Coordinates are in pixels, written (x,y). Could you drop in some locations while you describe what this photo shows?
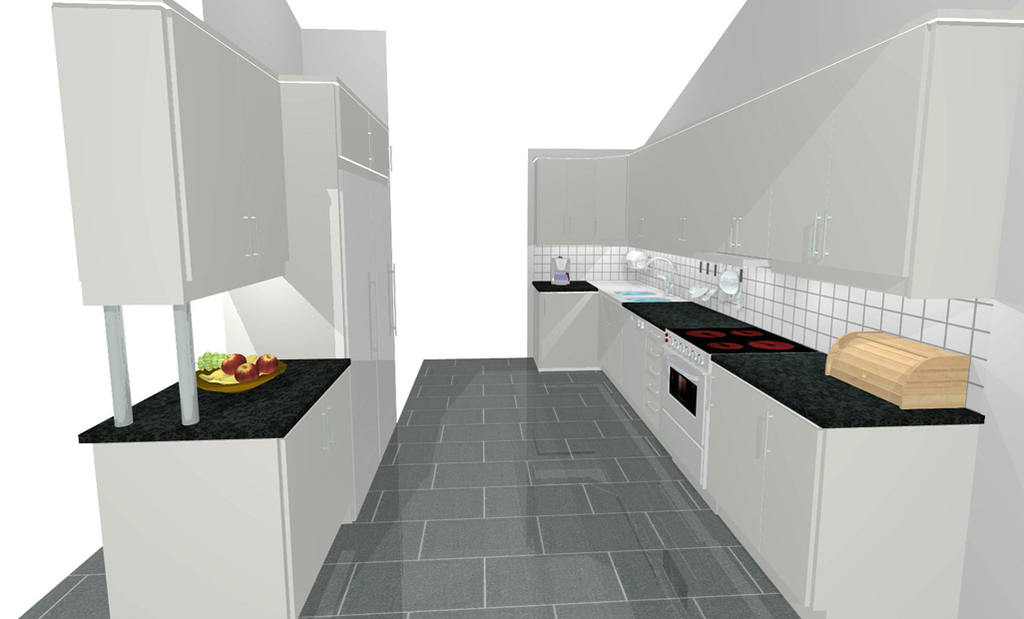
This image is an animation. In this image we can see countertops (314,394) and there are things (562,263) placed on the counter tops (213,428). On the left (238,373) there are fruits (224,377) placed on the stand (234,385). We can see cupboards (952,211). In the background (782,280) there is a wall (535,279). At the bottom (517,539) we can see the floor (500,571).
